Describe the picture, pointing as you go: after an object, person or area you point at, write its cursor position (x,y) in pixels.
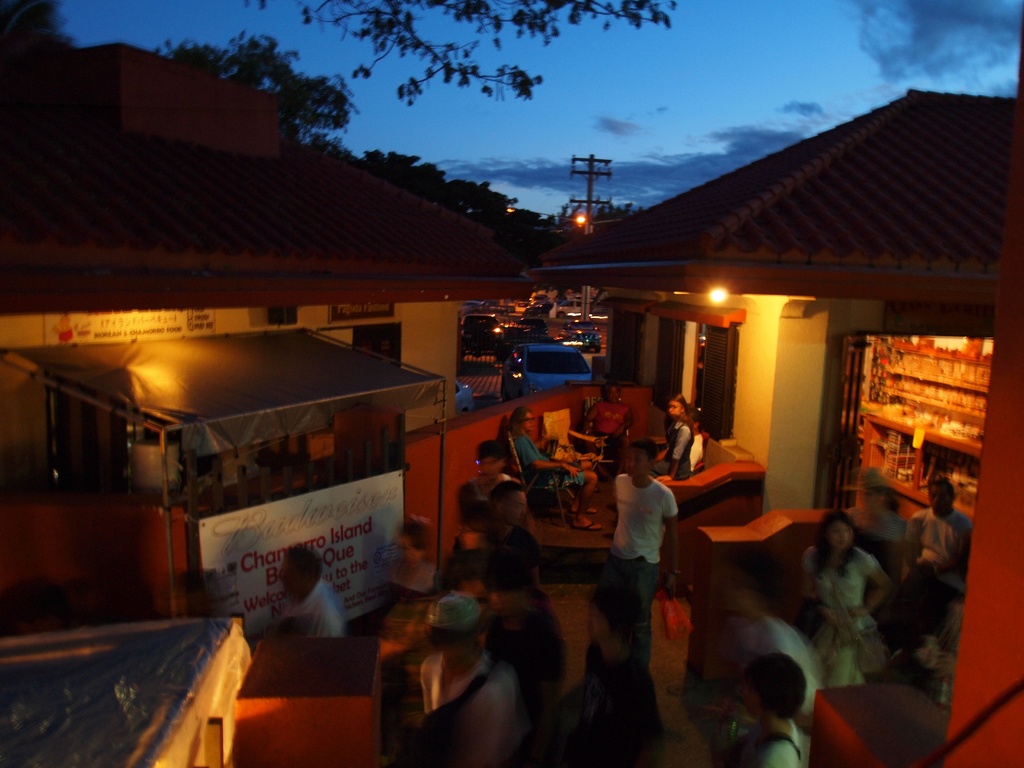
In this picture we can see a group of people (764,689) where some are sitting on chairs (559,477) and some are standing, vehicles (522,327) on the road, houses (433,281) with windows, tents (252,348), trees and in the background (859,47) we can see the sky (632,78) with clouds (931,48).
